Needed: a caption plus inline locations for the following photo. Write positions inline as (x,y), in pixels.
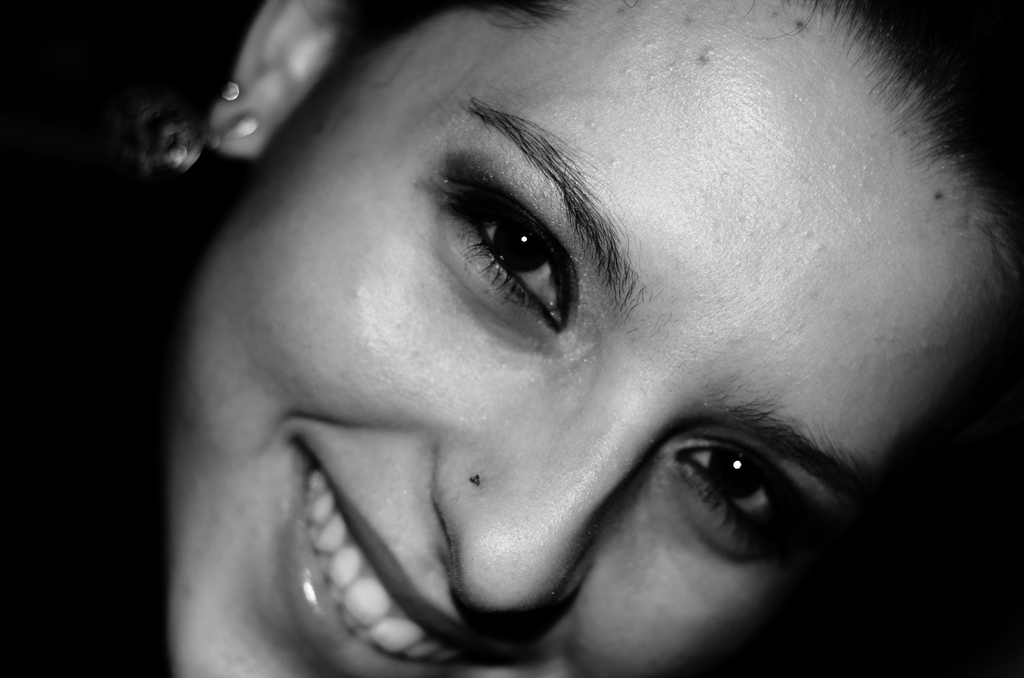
In this image I can see the person's face (425,259) and I can see the person (363,401) is smiling. And there is a black background (128,412).
